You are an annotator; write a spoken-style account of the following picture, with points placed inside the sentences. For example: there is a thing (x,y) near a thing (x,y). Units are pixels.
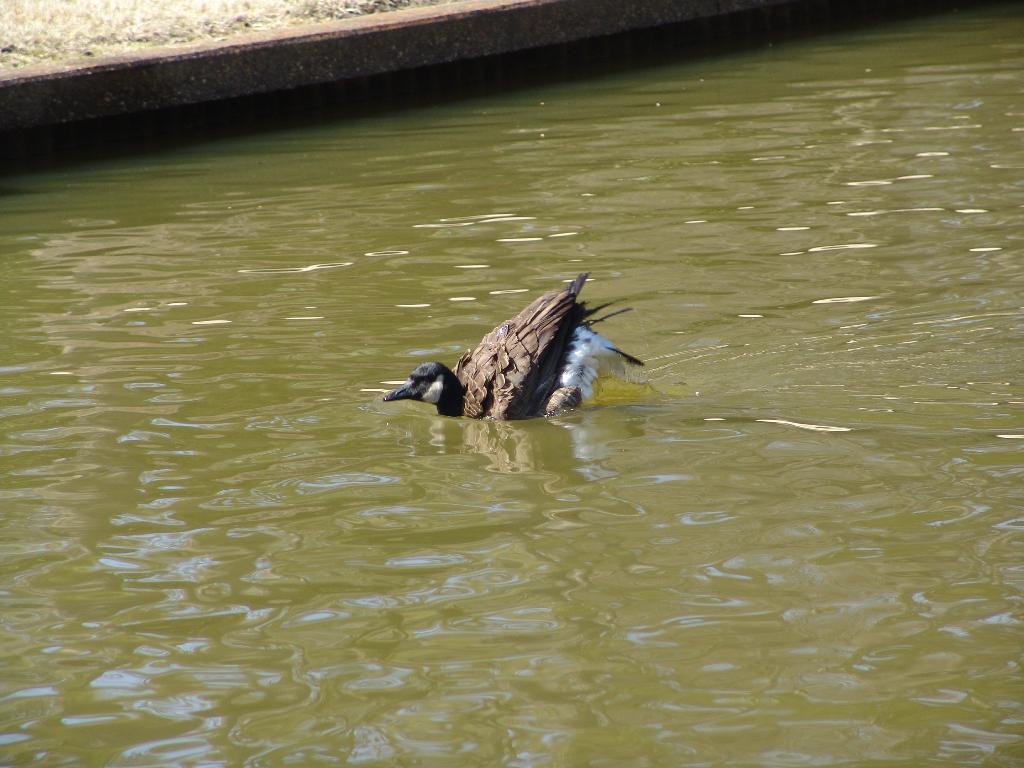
In this image we can see a bird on the water (626,171). At the top (115,12) we can see grass (122,31) on the ground (79,17).
